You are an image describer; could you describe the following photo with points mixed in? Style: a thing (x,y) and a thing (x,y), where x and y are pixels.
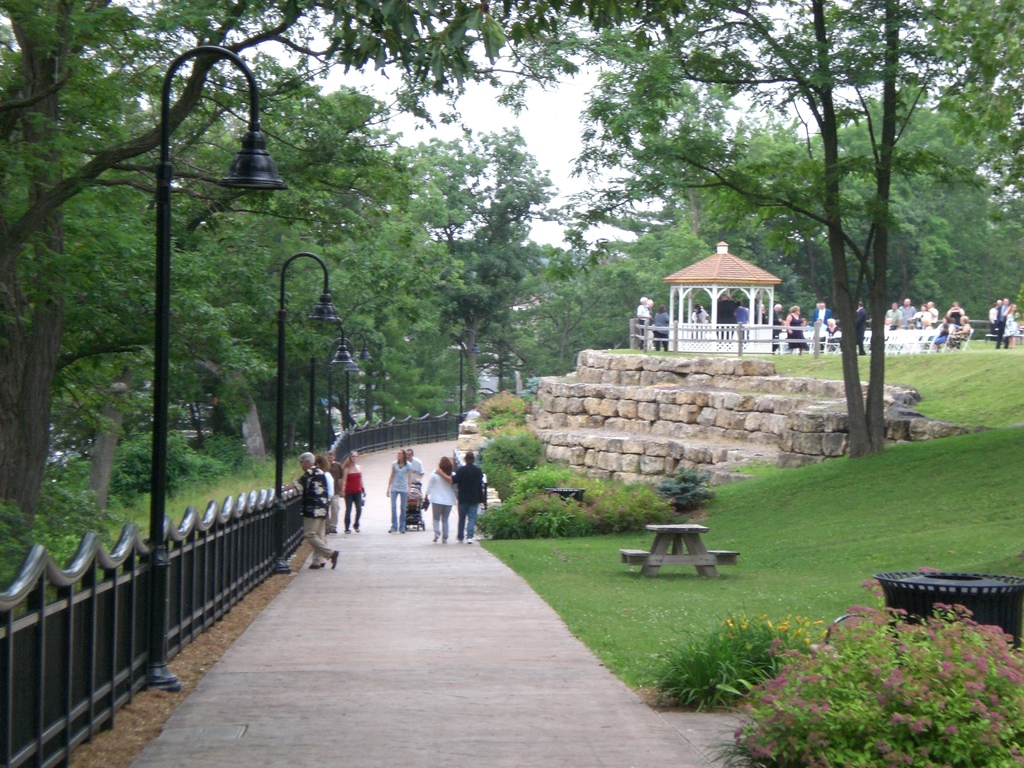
In this picture, we can see a few people (400,489), and we can see path (291,719), poles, lights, fencing (42,713), ground (750,526) with some objects (957,591), grass (825,565), trees (728,228), plants (868,651), shed (713,267), and the sky (583,124).
